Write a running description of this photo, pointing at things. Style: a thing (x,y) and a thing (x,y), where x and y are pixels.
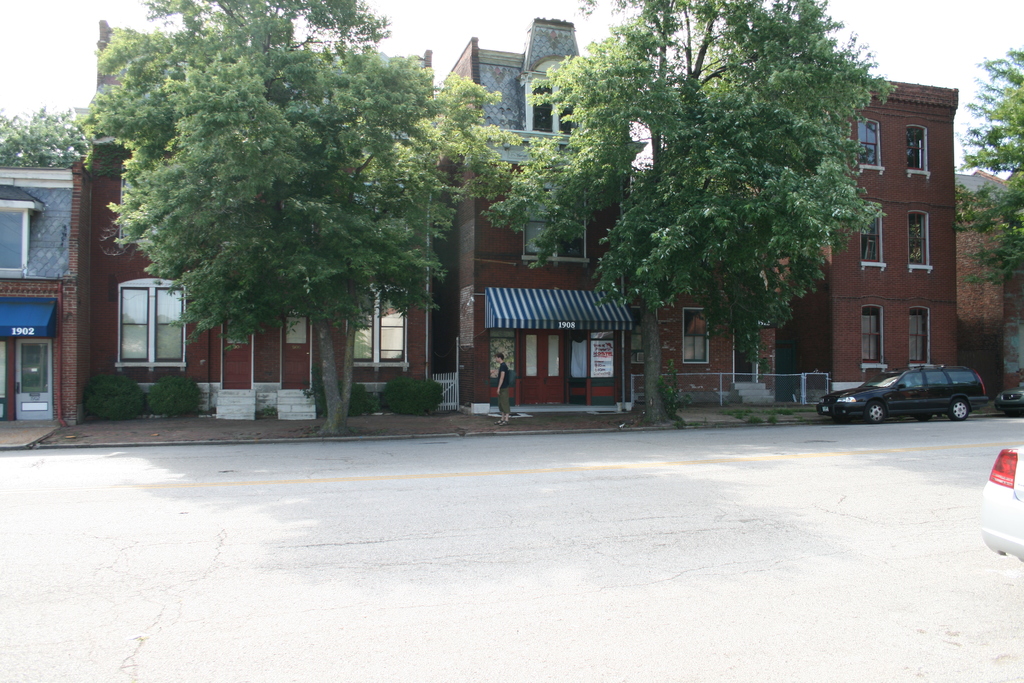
We can see vehicles (1023,498) on the road (763,480) and there is a person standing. We can see trees (294,226), buildings (84,297) and fence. In the background (909,41) we can see sky (895,49).
